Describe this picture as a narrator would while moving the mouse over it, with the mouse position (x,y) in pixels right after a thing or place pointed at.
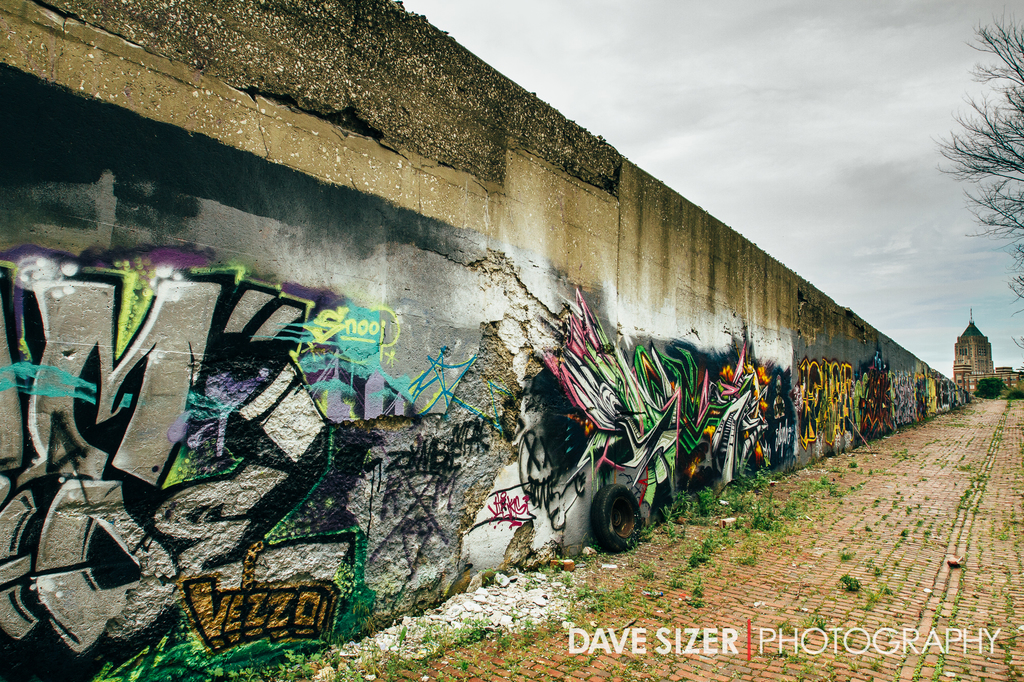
In the foreground of this image (435,499), there are graffiti paintings (645,474) on the wall (138,524) which is in the left side (60,539). On the right (927,545), there is the path (928,537). In the background (986,364), there is a building (979,355). On the top (1015,150), there is tree (1010,166), cloud (930,151) and the sky (952,269).
